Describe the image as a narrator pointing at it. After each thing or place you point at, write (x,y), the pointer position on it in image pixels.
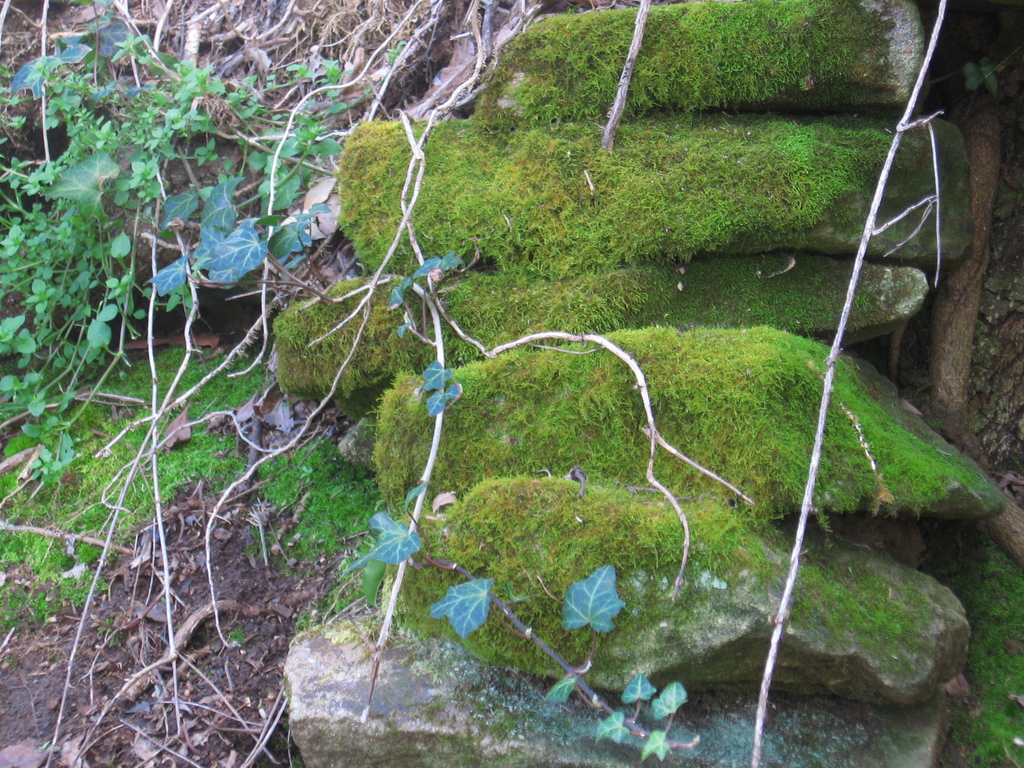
In this image we can see plant moss (569,402) on some stones (727,403). We can also see some grass (234,469), plants (140,315), leaves (108,328) and dried branches (250,337).
